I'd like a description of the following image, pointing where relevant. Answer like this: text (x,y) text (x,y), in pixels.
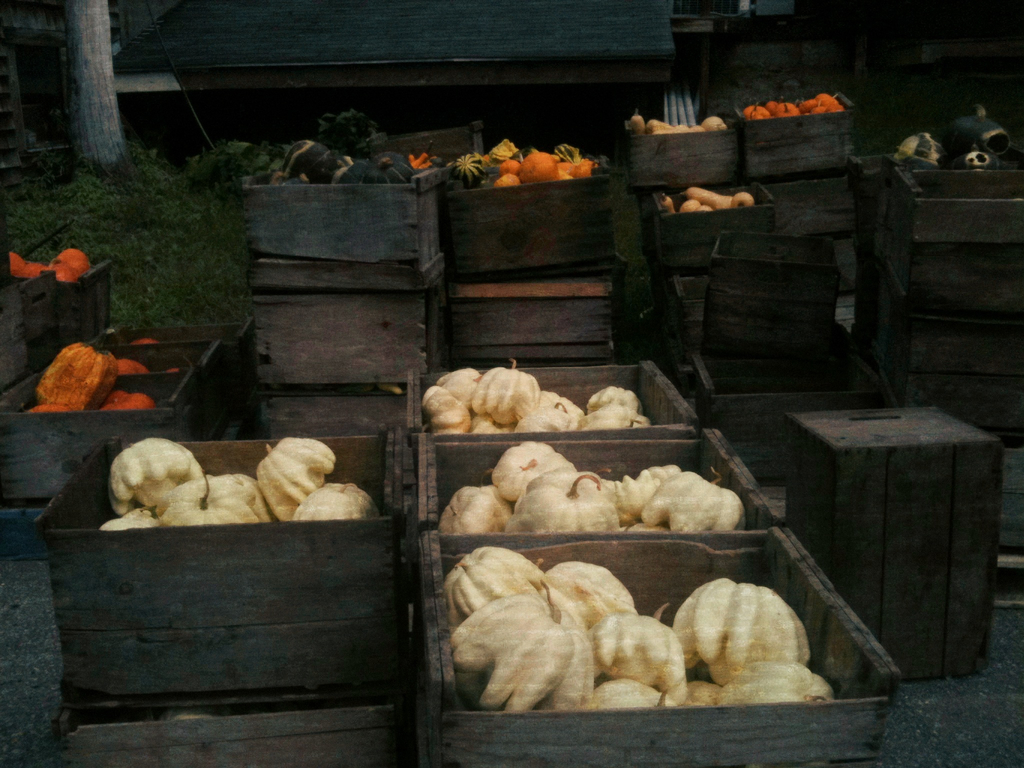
In front of the image there are vegetables (77,370) in wooden boxes (342,403), behind the boxes (187,380) there are plants (118,191), trees (111,102) and houses (527,89).
